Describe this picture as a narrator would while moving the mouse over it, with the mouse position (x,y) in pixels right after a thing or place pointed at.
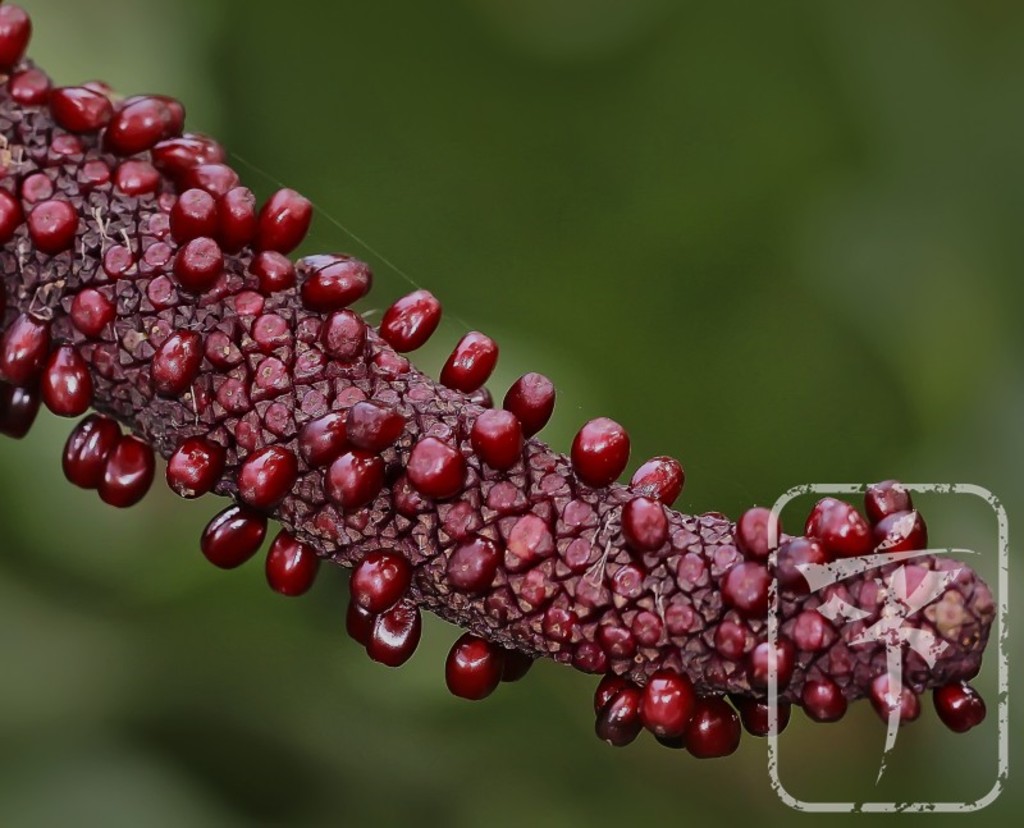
In this image, these are looking like berries (610,703) with a stem (546,473). There is a blurred background (370,118). At the bottom right side of the image (878,696), I can see a watermark (893,685).
